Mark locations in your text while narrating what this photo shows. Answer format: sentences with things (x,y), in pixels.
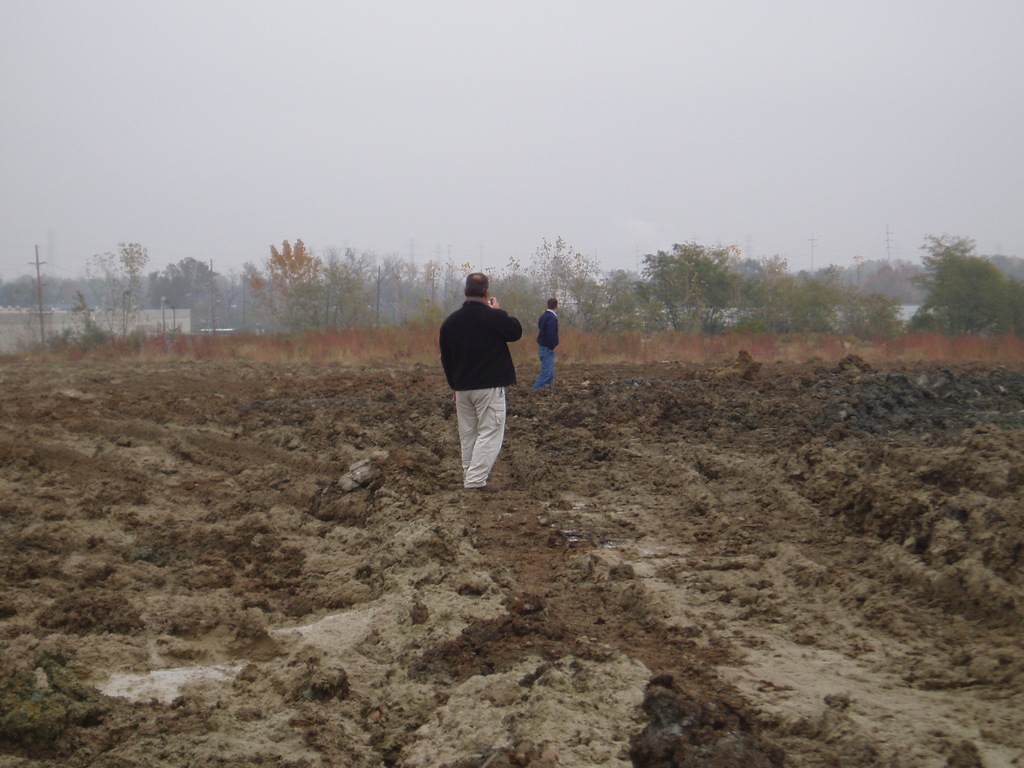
In this image there are two person (475,381) standing on the mud (380,511). At the background (383,304) there are trees (421,278), buildings (55,331), utility poles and sky (533,110).
